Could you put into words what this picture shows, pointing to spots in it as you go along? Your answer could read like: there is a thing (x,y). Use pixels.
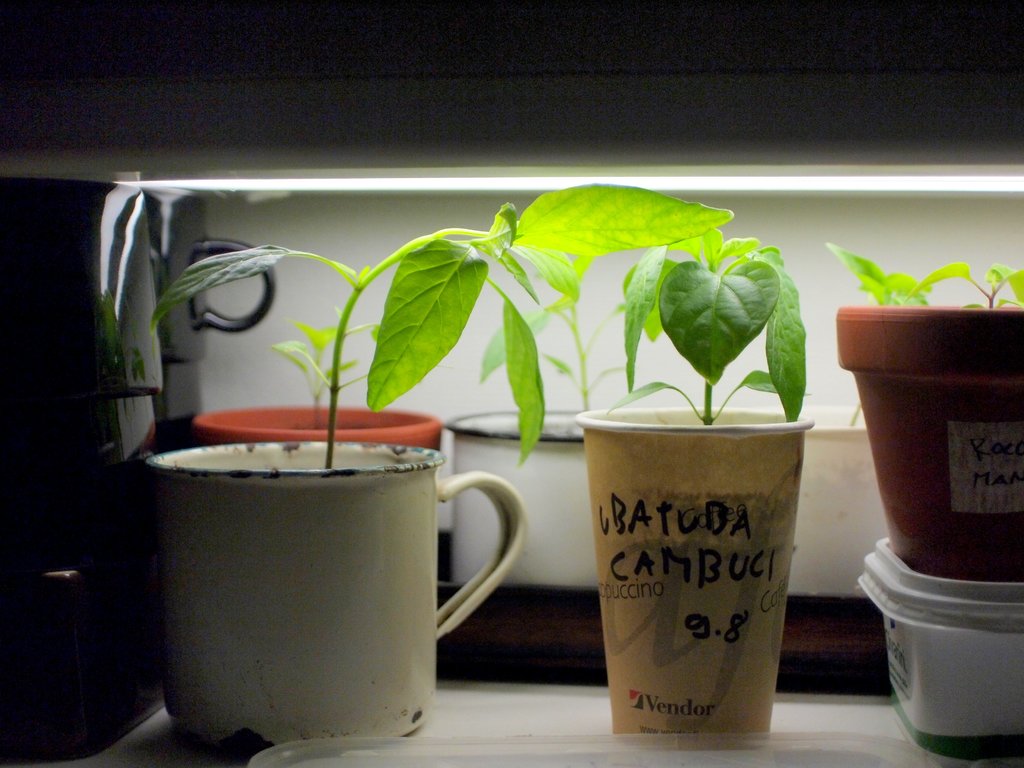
In this picture there is a cup (362,477), plant (382,359), flower pot (885,357).
